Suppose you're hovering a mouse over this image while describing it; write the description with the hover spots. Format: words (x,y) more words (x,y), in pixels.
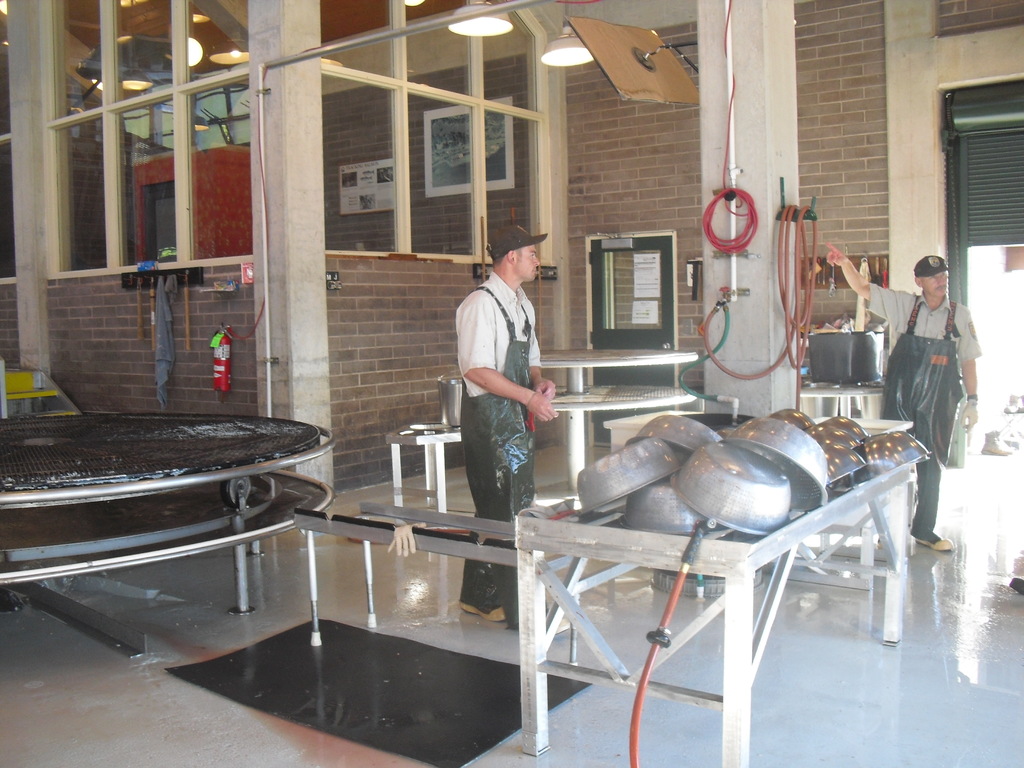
This is under a building (627,338). There are two people (480,353) standing. There are many furniture (169,444) inside the room (769,381). On the top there are lights (553,49). On the right (957,192) there is a door (999,207). Here there is a room (359,235) with glass wall (203,191). Inside it there are photo frame (436,144) hanged on the wall (415,159).
